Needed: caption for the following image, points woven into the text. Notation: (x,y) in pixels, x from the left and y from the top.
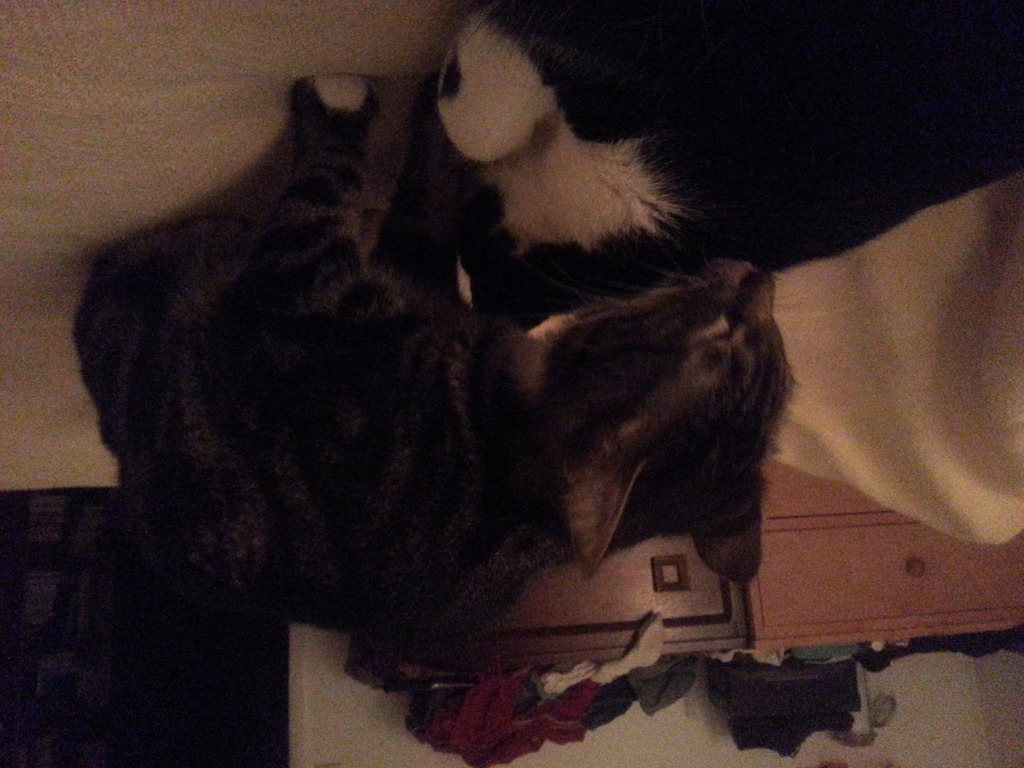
In this image there are cats (673,280) and we can see a cloth (819,335). In the background (723,641) there are stands (736,597) and there is a wall (916,712).
